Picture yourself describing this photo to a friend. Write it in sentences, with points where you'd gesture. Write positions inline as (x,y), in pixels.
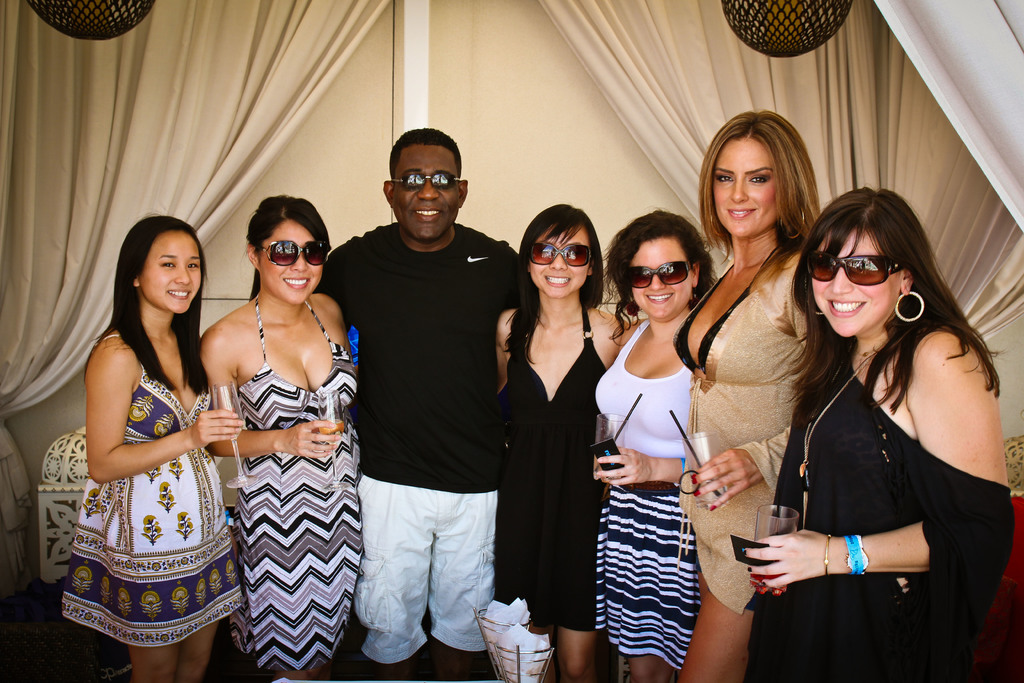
Group of people (574,454) standing and these persons (843,591) are holding glasses (704,486). On the background (460,79) we can see wall (369,130) and curtains (696,33).
